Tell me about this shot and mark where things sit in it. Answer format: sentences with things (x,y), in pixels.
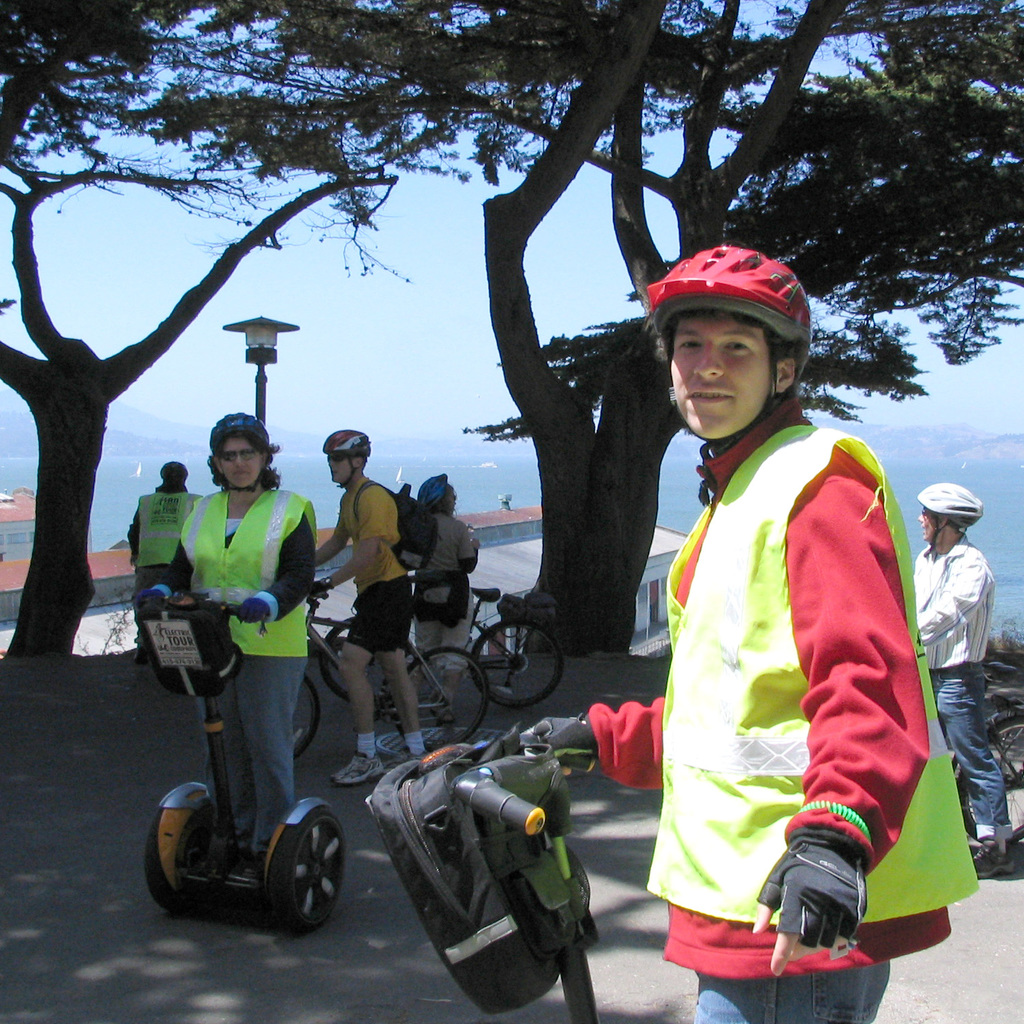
In this people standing on the segways (501,844), people (407,631) standing on the road (161,708) by holding bicycles (342,650), street pole (256,409), street light (287,325), trees (112,372), buildings (672,556), hills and sky (575,319).
